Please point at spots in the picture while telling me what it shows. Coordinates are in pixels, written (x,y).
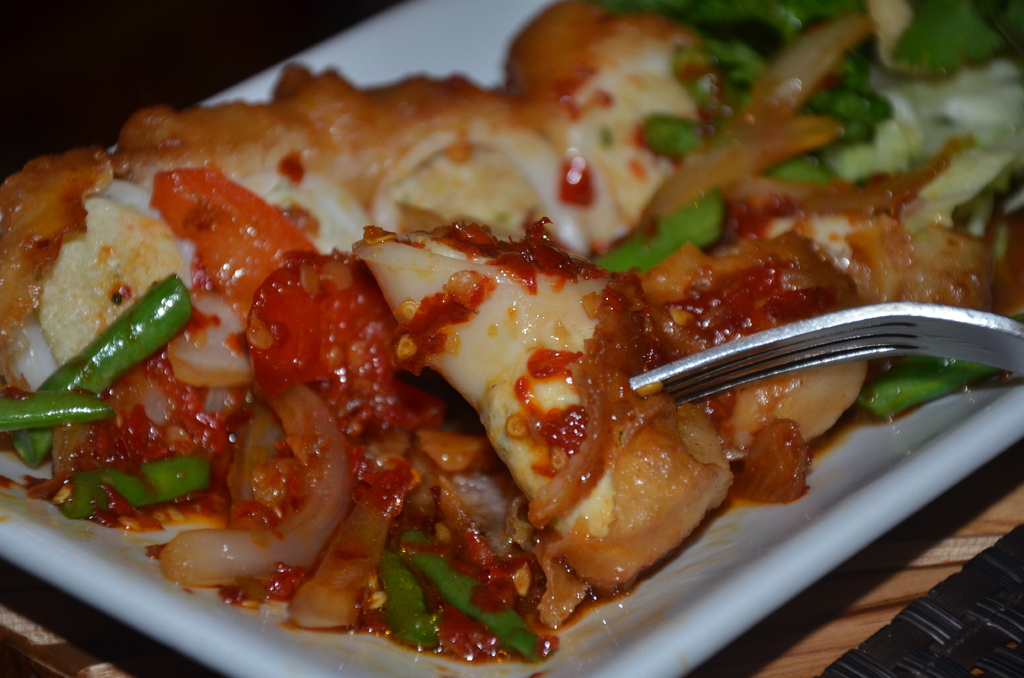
In this image, we can see a white color plate (137,557), in that plate (479,673) there is some food (581,398), there is a fork (902,354) kept in the plate (93,528).
